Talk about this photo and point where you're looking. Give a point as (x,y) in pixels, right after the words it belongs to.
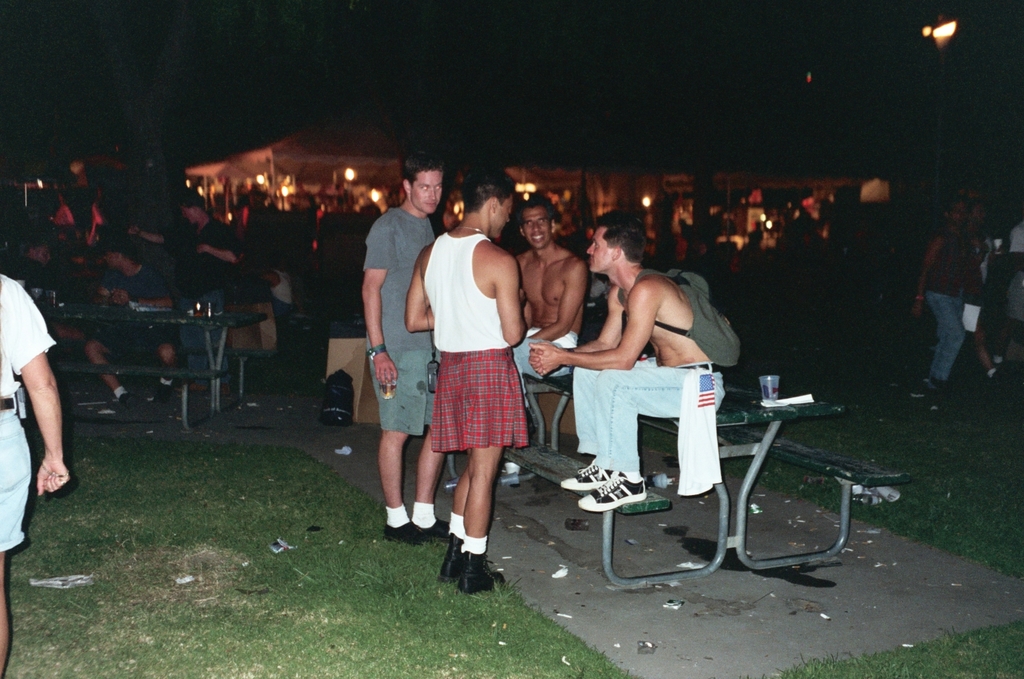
As we can see in the image there are group of people (561,310), tables (196,319), glass (768,377), lights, grass (486,598) and in the background (320,185) there are buildings (294,174). The image is little dark.
